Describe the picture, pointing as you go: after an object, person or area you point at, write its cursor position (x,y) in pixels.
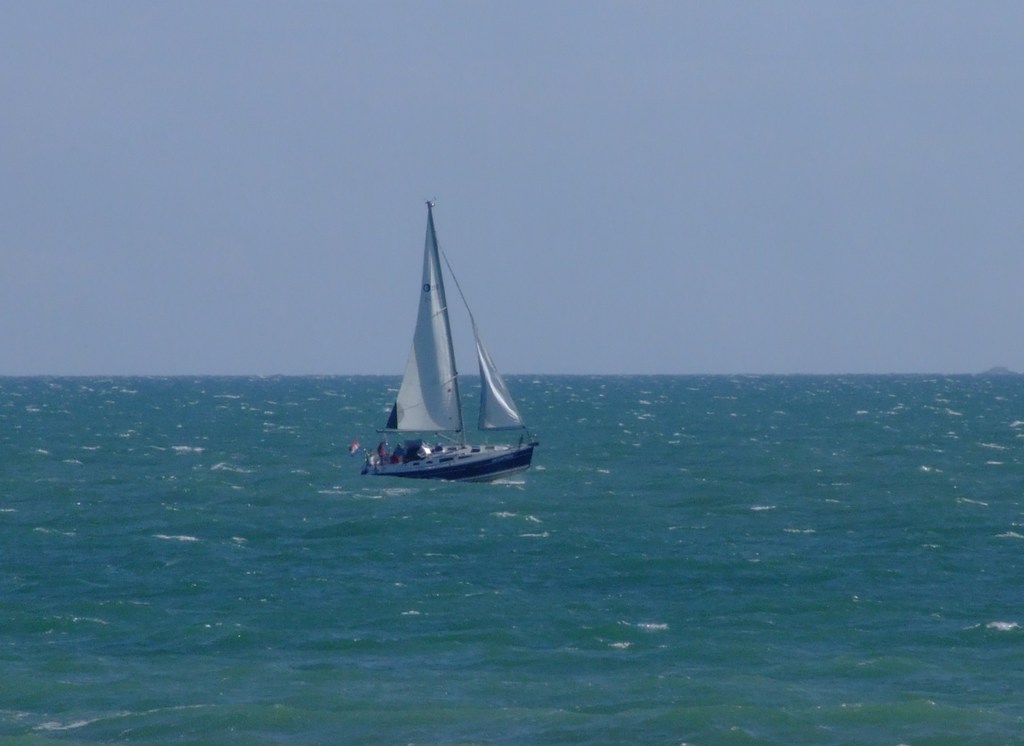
This image is taken outdoors. At the top of the image (540,199) there is the sky (611,179). At the bottom of the image (365,602) there is a sea (678,498). In the middle of the image (440,429) there is a boat (451,467) on the sea (569,473).
